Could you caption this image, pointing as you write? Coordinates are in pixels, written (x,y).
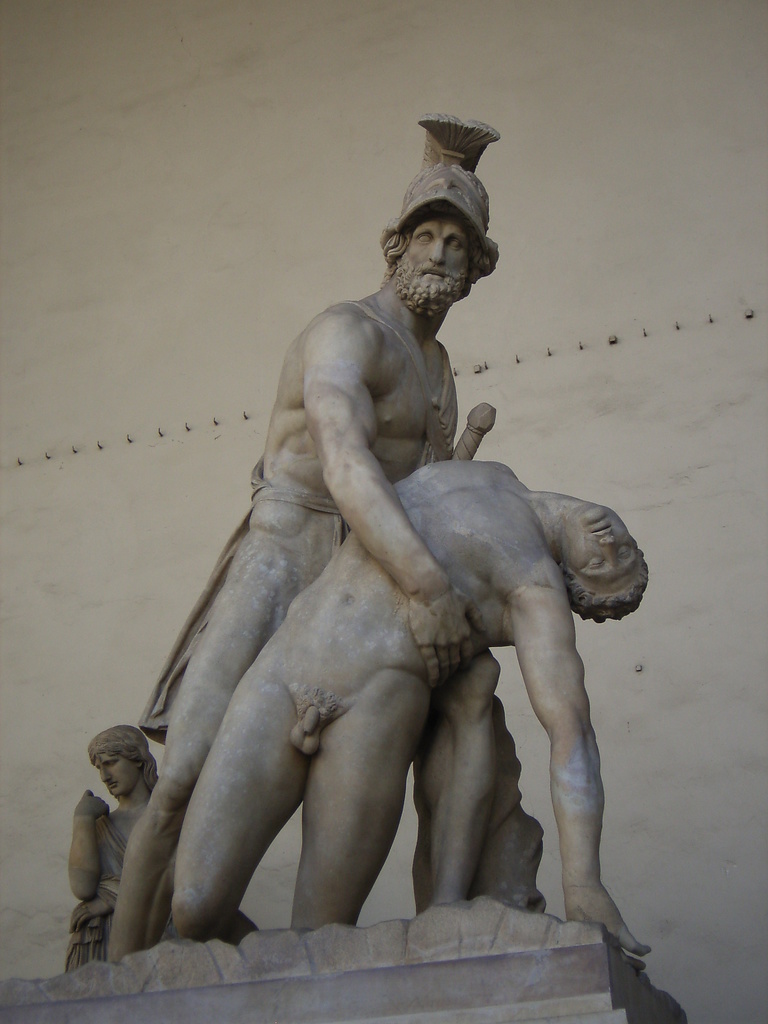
In this image we can see one big statue (568,819), where is the white background (599,461) and some objects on the surface (23,507).
